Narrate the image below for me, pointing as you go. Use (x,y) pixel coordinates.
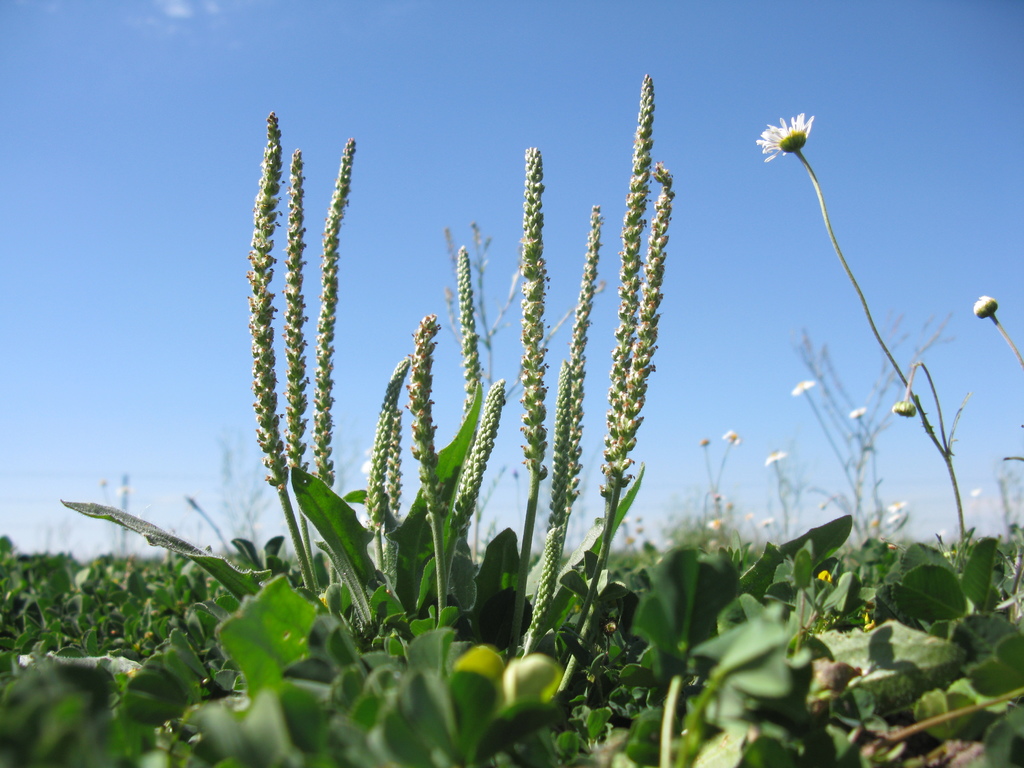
In this image we can see the plants (730,587), flowers (625,234). The background of the image (25,104) is blurred, where we can see the blue color sky (471,206).
